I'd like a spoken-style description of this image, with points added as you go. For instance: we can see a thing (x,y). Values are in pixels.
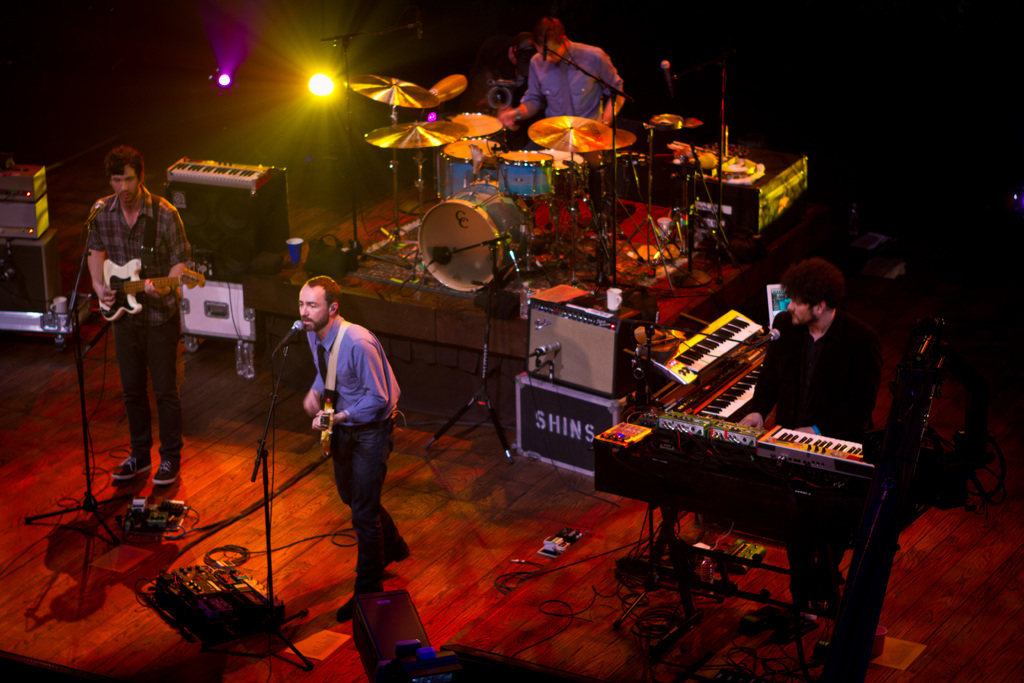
There are few people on the stage (273,288) performing by playing musical instruments (523,241). There is a light (326,82) here.
